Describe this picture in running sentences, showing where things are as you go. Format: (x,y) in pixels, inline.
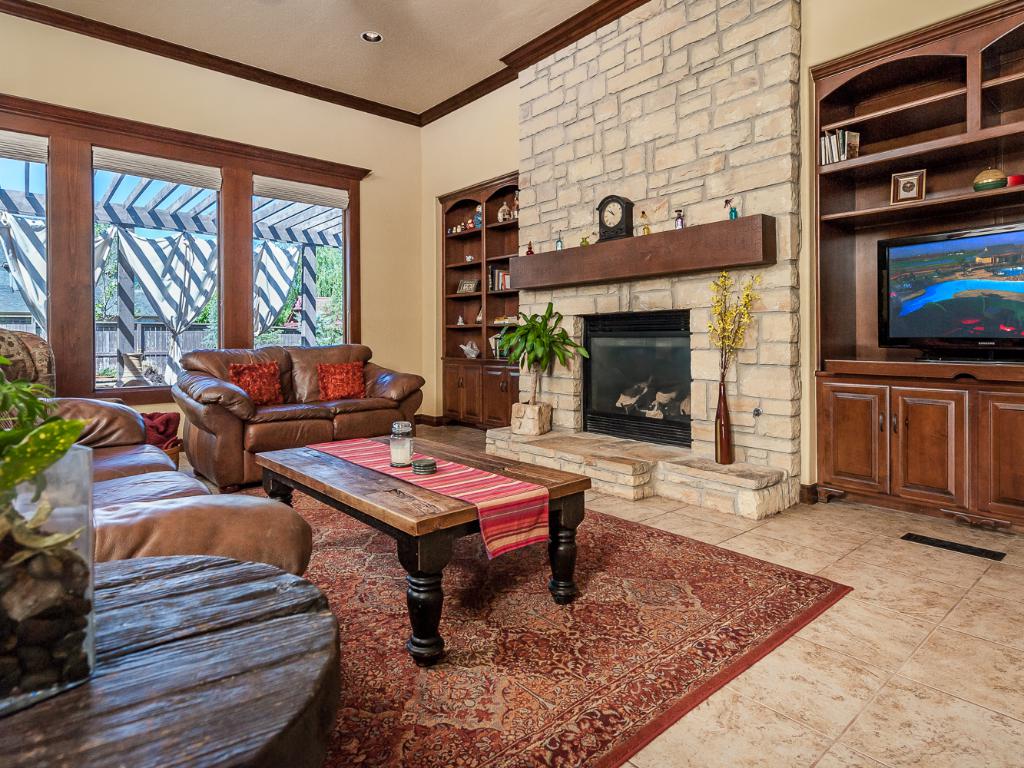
The image is inside the room (824,408). In the image on right side (885,245) we can see a television (926,294), plants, flower pots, shelf (490,387) on left side (311,619) we can see a table (259,602). On table (185,583) there is a plant (51,444) and a flower pot (75,550) in middle (343,397) there is a couch (298,397) with pillows (264,399) and there is a tablecloth (458,480), jar (398,430). in background (327,247) there is a glass door (208,277) which is closed, trees (325,270) on top (440,40) there is a roof (432,25) at bottom (622,559) there is a red color mat (624,644).
